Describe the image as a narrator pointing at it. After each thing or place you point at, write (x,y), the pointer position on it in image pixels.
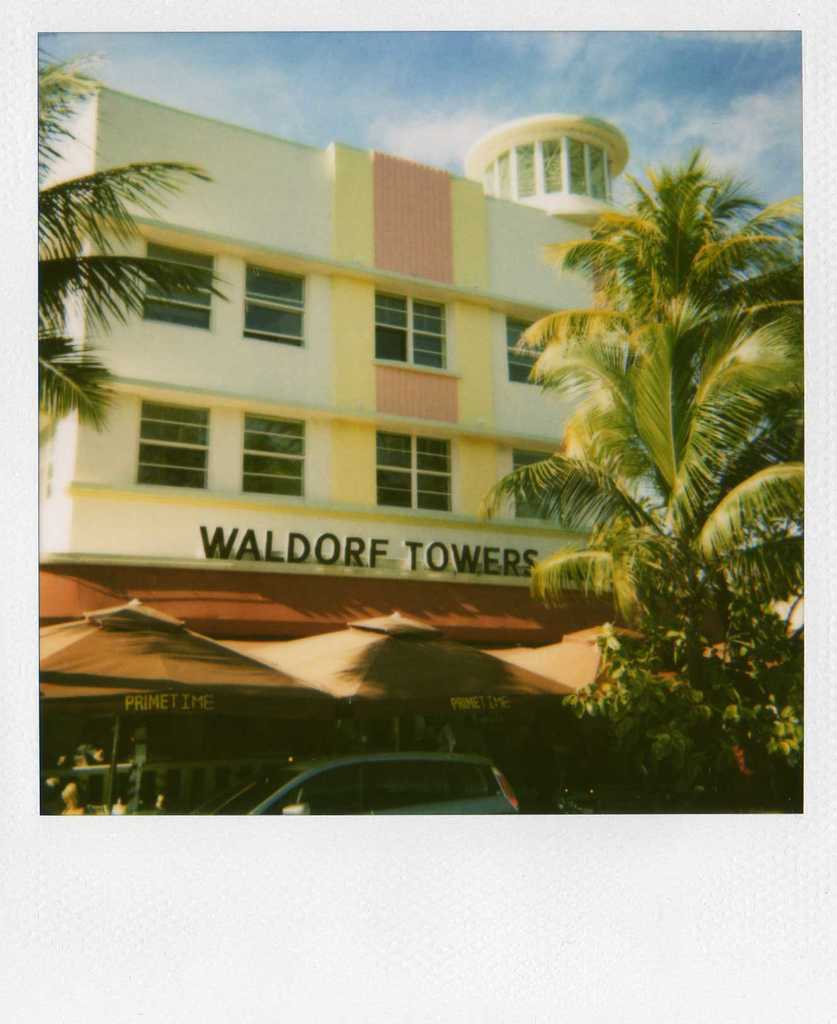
In this image, we can see a building (361,467), walls (189,366), glass windows (421,353), text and trees (650,463). At the bottom (347,780), we can see vehicles (335,776), umbrellas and few objects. Top of the image (506,109), we can see the sky (446,97). We can see white color borders (731,941) on the image.
